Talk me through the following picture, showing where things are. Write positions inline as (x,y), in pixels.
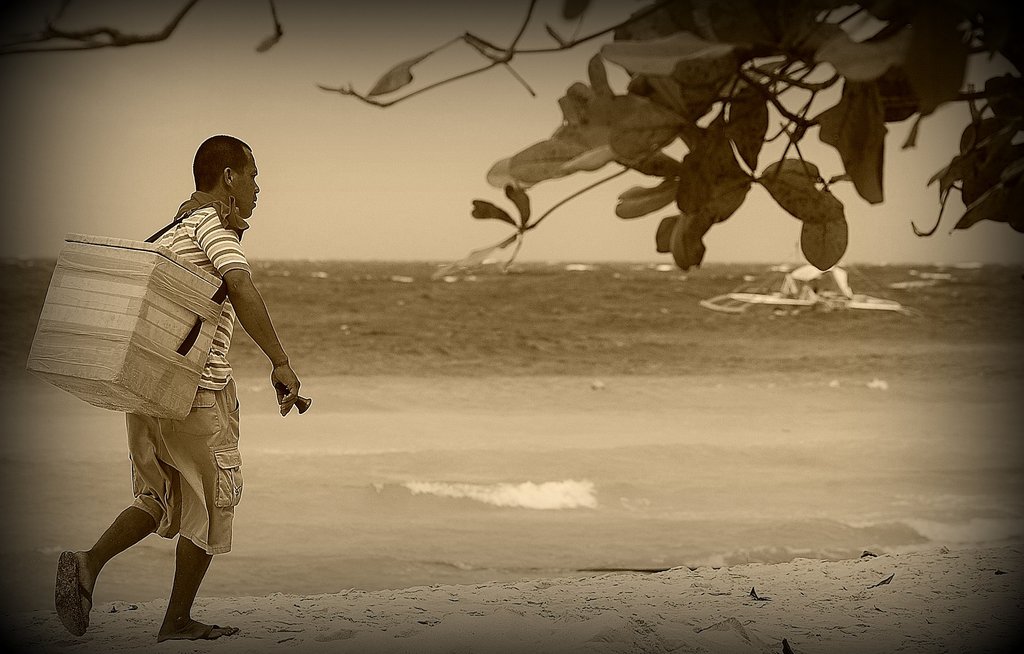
In this picture we can see a man (191,438) walking here, he is carrying a box (155,393), in the background (382,336) there is water (565,320), we can see a boat (813,294) here, there is the sky (359,69) at the top of the picture (423,41), we can see a tree (908,54) here.
